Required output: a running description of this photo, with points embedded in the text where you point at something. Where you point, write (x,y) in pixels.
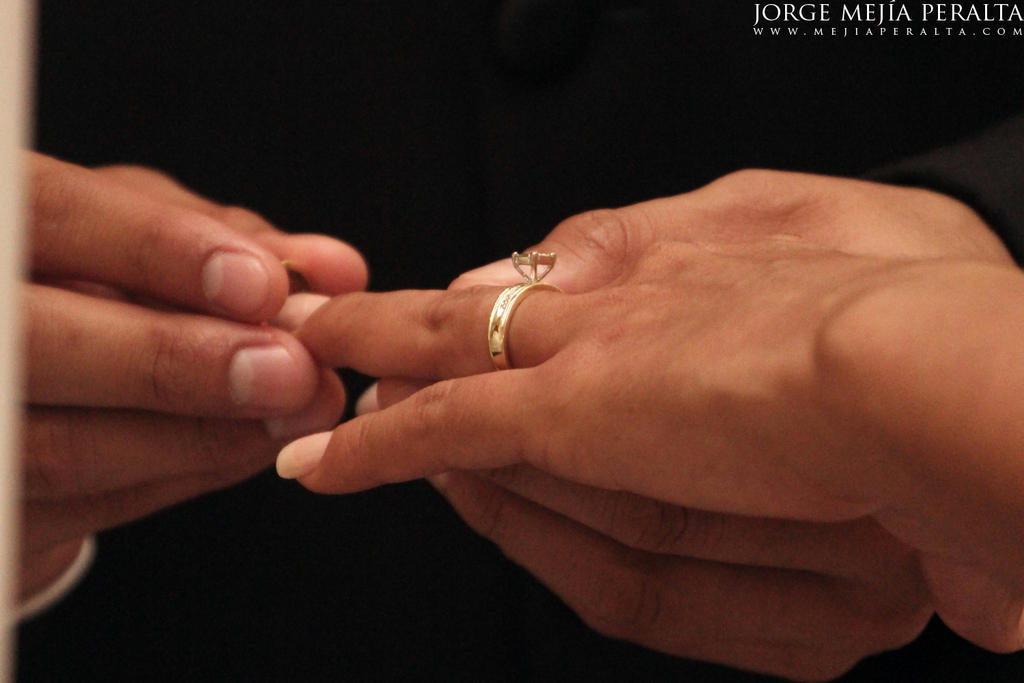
In the image in the center (456,376) we can see human hands (451,390) and two rings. On the top right of the image, there is a watermark (779,13).
